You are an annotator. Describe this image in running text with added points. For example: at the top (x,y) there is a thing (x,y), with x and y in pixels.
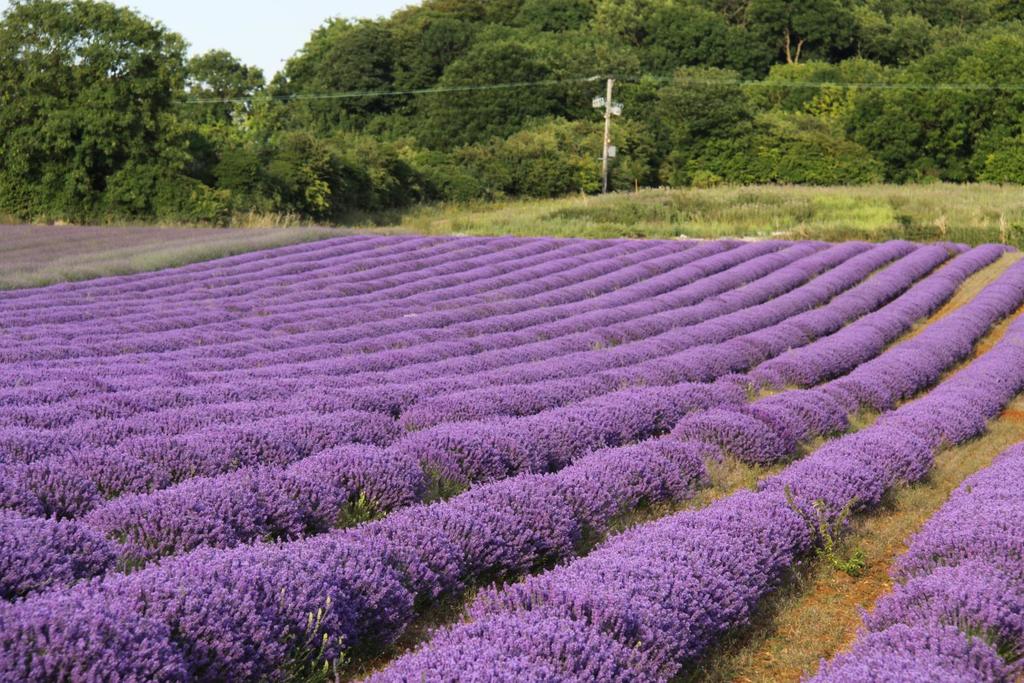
In this image there is a flower field (357,349) and behind it there are trees (663,116) and a current pole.
